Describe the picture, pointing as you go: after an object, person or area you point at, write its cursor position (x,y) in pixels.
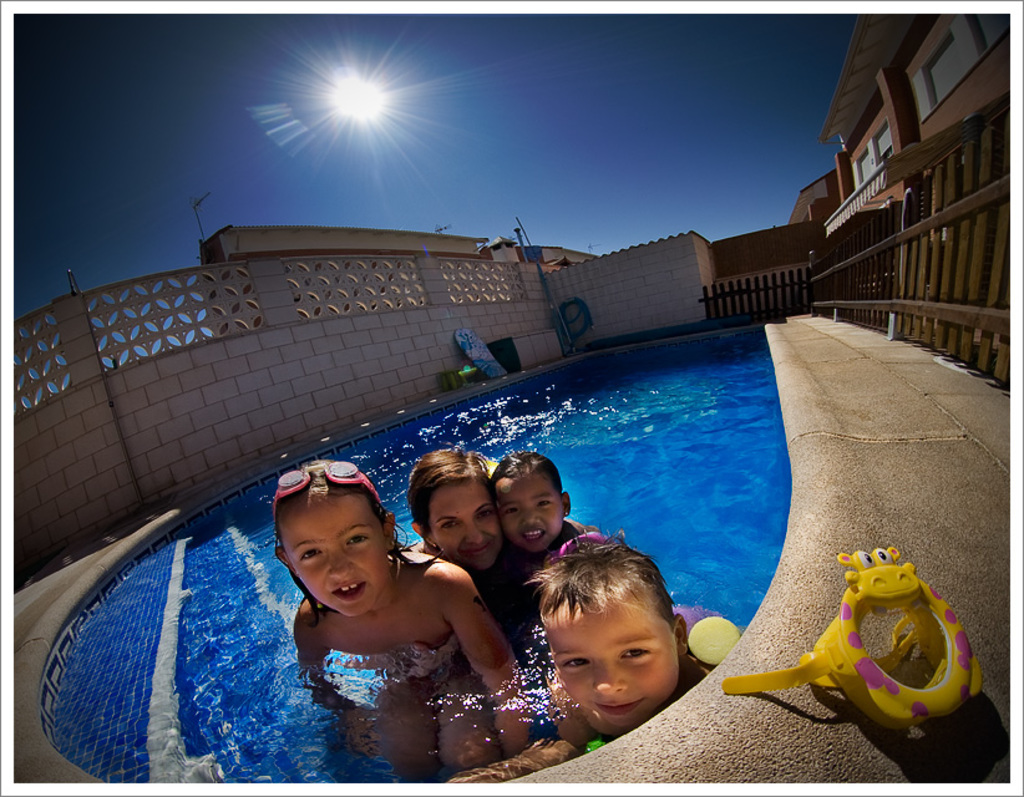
In this image there is a woman (496,523) and three children (343,627) in the swimming pool (192,644) with a smile on their face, there is a toy (875,571) and then there is a wall (351,310) of a building (50,458), behind it there is another building (336,235). In the background (451,117) there is the sky (553,165).
